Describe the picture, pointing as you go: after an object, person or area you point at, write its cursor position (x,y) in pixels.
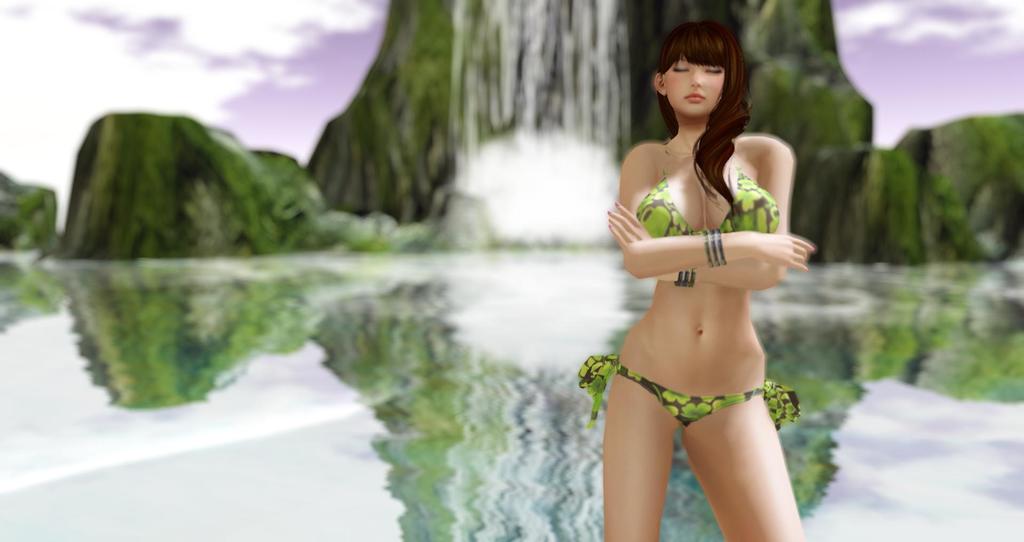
This is an animation picture. On this there is a lady (663,358) standing. In the back (343,334) it is looking blurred and there is water (212,268), sky (257,64), and hills (399,139) with waterfall (514,71).
